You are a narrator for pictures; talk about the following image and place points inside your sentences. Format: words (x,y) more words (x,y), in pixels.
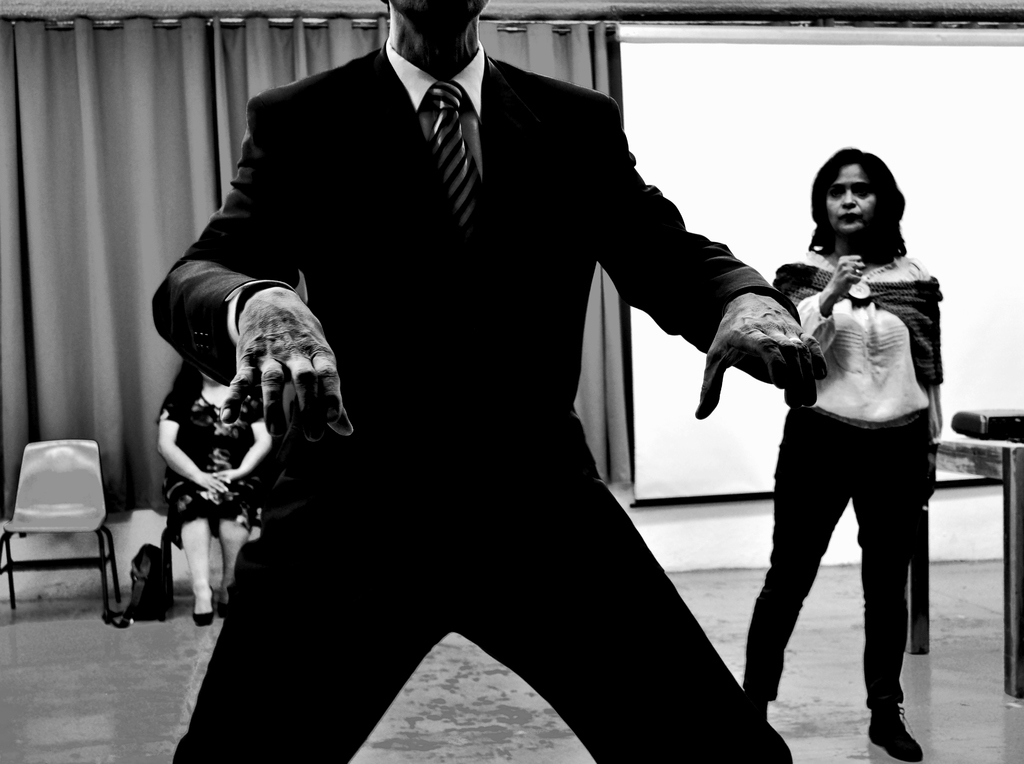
Here we can see three people (529,428) present, and two people (417,254) are standing and the women (247,426) behind is sitting on a chair (169,575) with her handbag (138,564) beside her and at the back side (148,265) we can see a curtain (234,149) and at the right side (894,143) we can see a projector screen (932,205).
